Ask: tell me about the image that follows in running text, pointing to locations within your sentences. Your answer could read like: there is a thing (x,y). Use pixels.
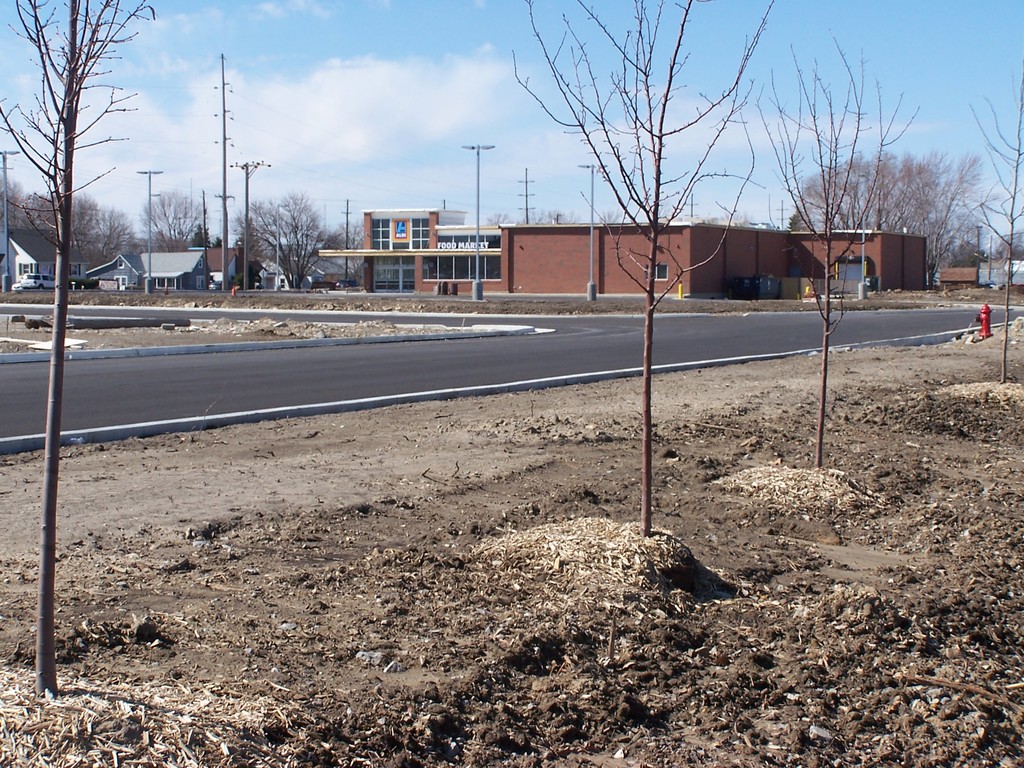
In this picture we can see trees (931,244) on the ground (662,549), road (268,380), hydrant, buildings (430,231), poles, some objects (877,289) and in the background (322,119) we can see the sky (468,108).
